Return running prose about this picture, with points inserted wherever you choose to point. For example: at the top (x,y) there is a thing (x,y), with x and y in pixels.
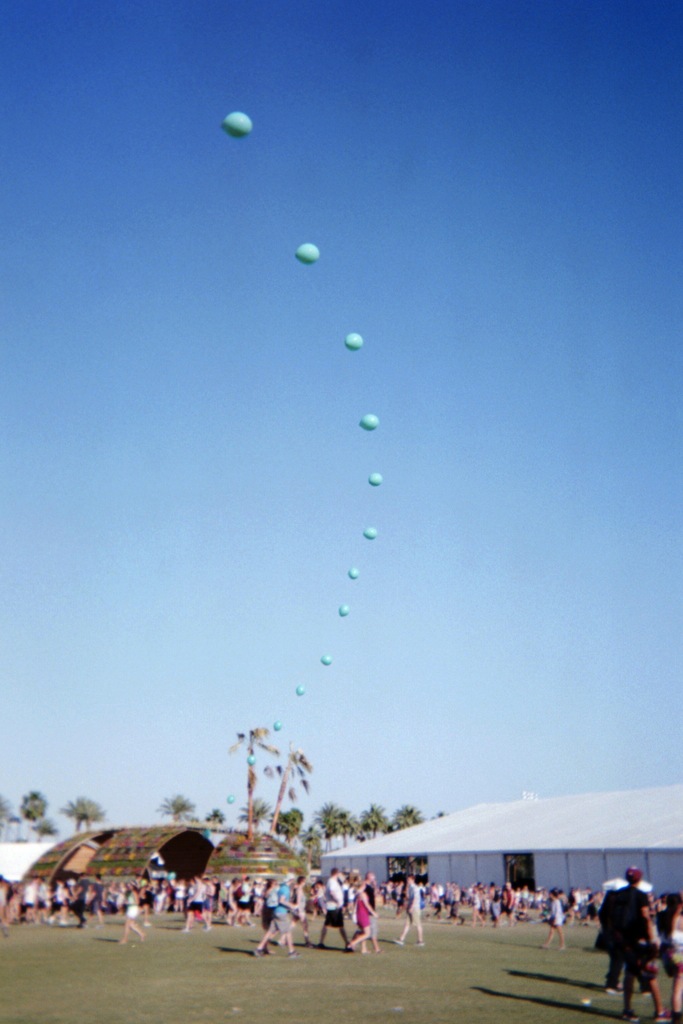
In this picture we can see some people (271,883) walking, at the bottom (304,985) there is grass (295,992), on the right side (609,837) we can see a shed (592,847), in the background (321,853) there are some trees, we can see balloons (234,116) and the sky (313,505) at the top of the picture (327,327).
